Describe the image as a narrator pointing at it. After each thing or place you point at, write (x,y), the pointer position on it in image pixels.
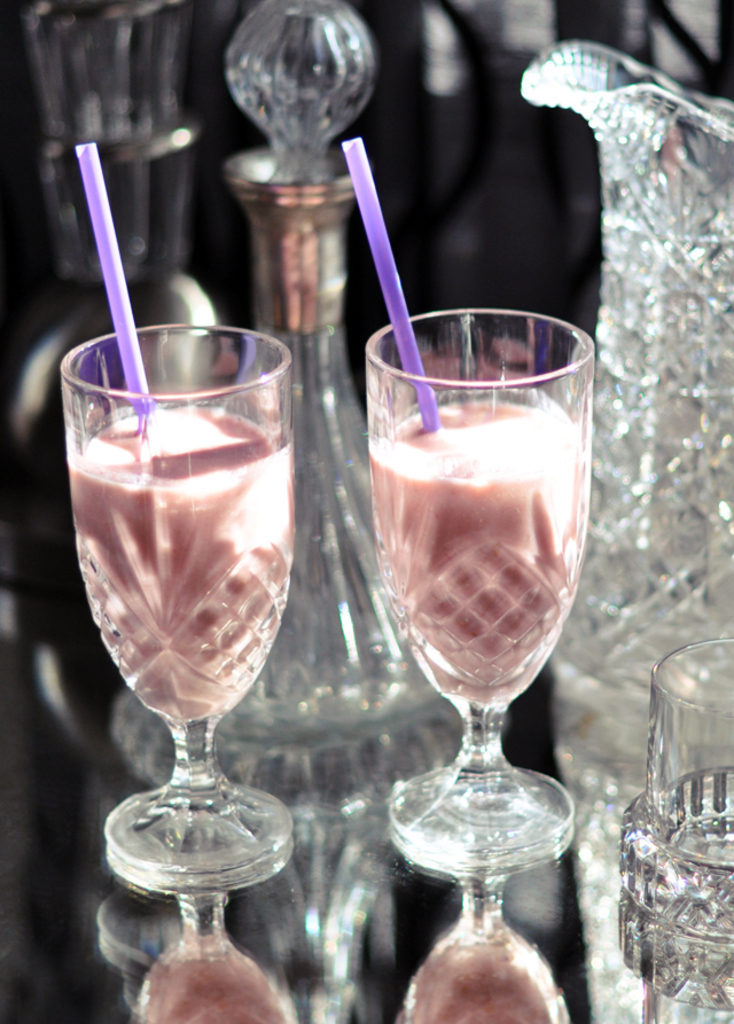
In the image we can see two glasses (523,651), in the glass (455,670) we can see the liquid (265,476) and straw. Here we can see the reflection (526,987) of the glass (238,875) and the background (425,203) is slightly blurred.
